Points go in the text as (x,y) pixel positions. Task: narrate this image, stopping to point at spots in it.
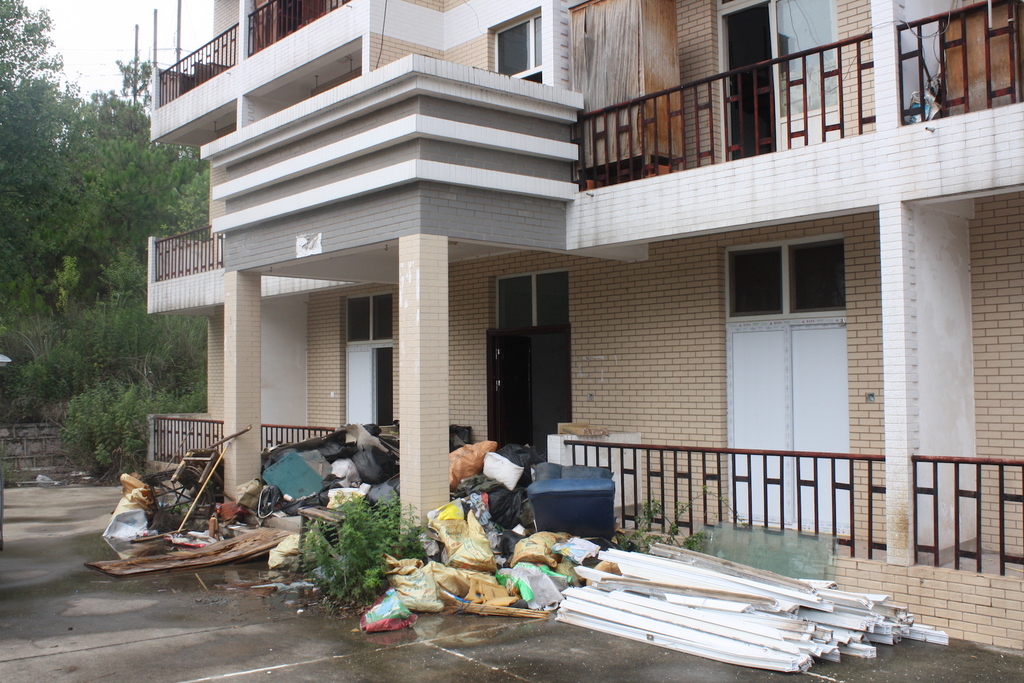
This is an outside view. In this image I can see a building (428,318) along with the pillars (440,280), doors (758,42), windows (530,42) and railings (617,150). In front of this building (782,198) there are many bags (336,471), metal objects (591,592) and many other objects (191,514). At the bottom (124,633) there is a road (70,627). On the left side (79,279) there are trees (72,171). At the top of the image (74,43) I can see the sky (97,34).
